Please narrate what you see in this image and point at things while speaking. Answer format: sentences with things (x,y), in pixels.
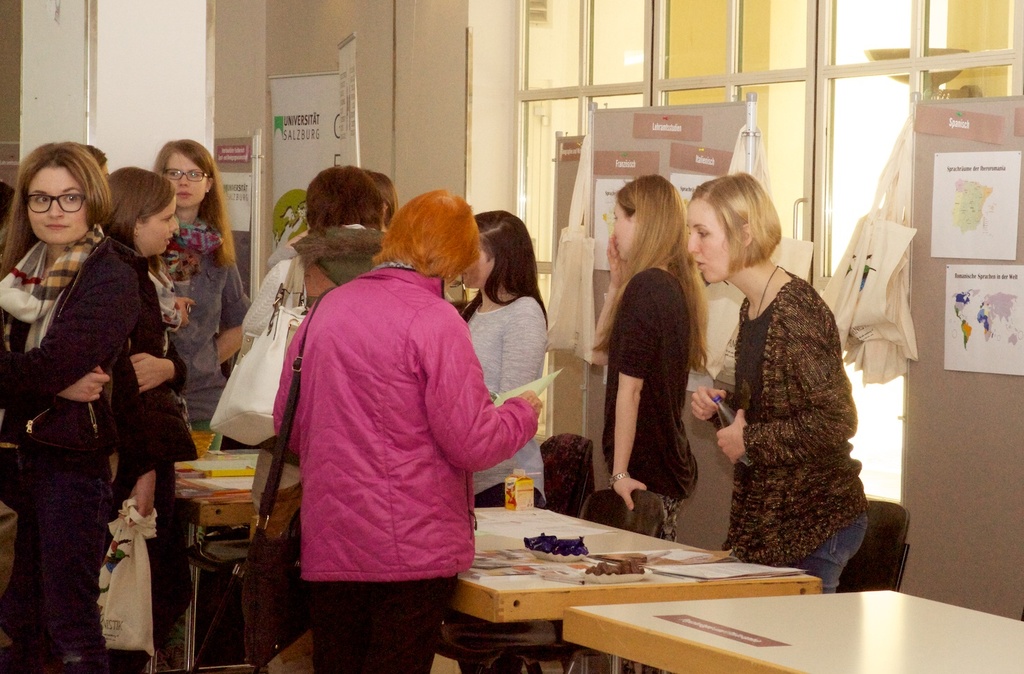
In this image i can see a group of people (361,322) are standing in front of table (703,584). On the table (613,593) we have few objects (635,575) on it.
